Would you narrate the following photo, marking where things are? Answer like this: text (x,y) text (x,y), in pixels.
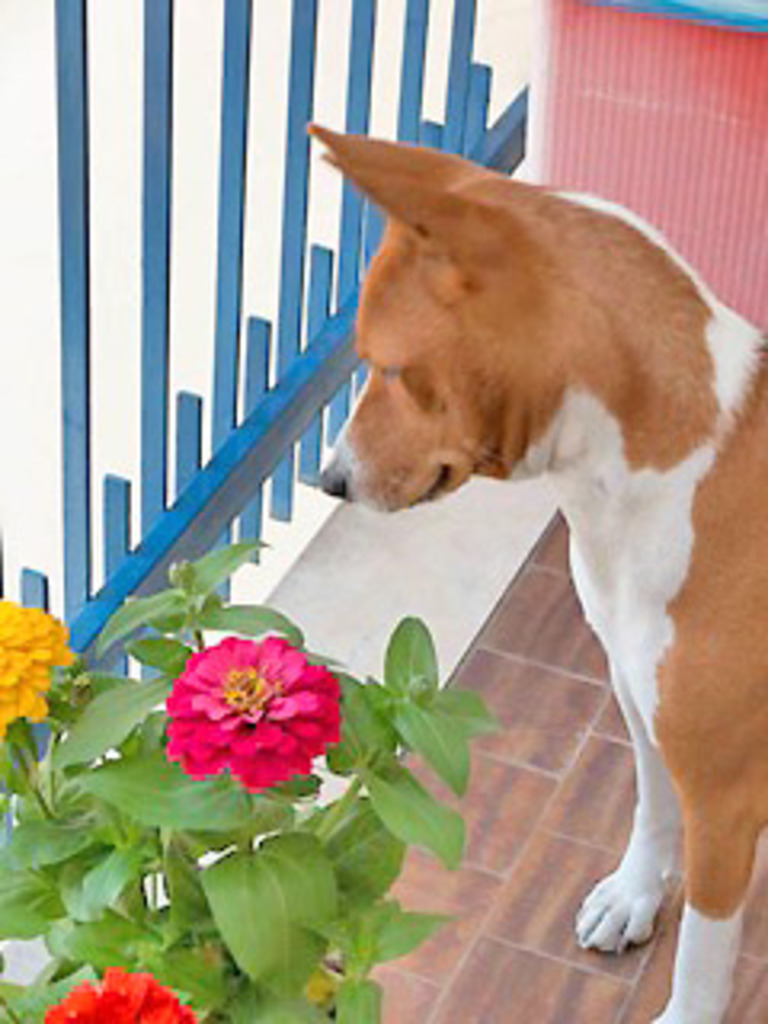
In this image, we can see a dog (621,690) is standing on the floor (535,886). On the left side (29,827) bottom corner, we can see flower plant (269,691). Background (227,440) we can see wall (31,370) and grill (149,443).
